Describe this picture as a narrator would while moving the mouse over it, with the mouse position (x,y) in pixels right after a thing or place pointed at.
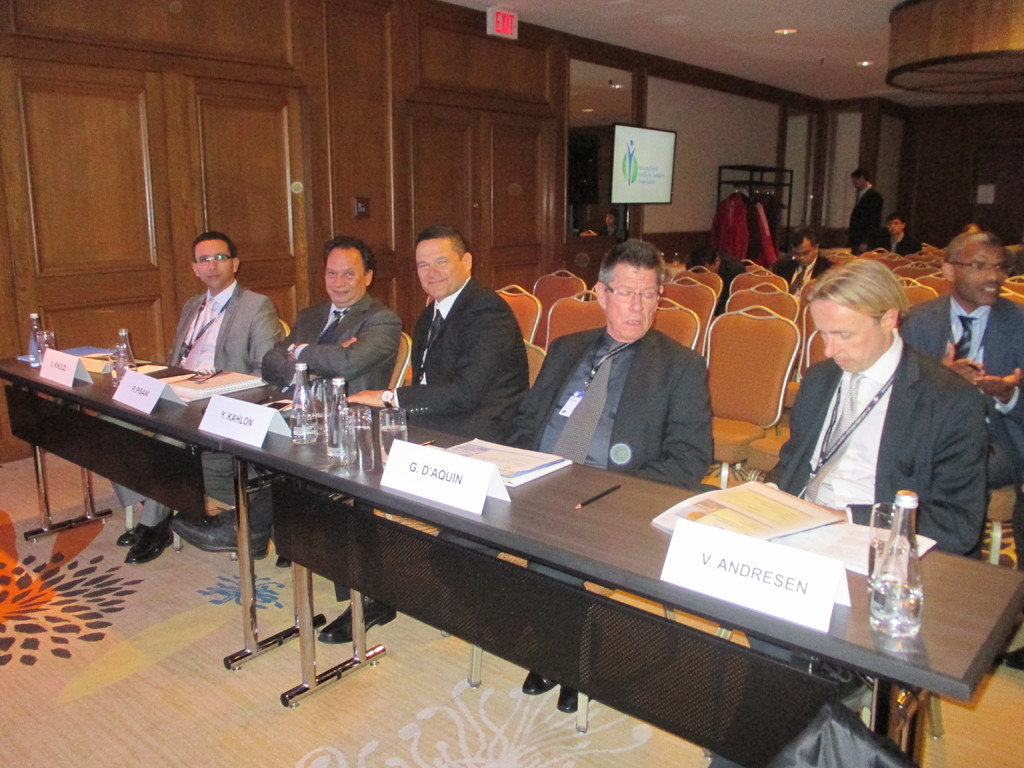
In this image I can see the ground (212,682) and on the ground (199,678) I can see few tables (561,541) and on the table (563,540) I can see few glasses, few bottles (122,379) and few white colored boards (451,464). I can see few persons (895,433) wearing black colored blazers (646,388) are sitting on chairs (395,368). In the background (697,19) I can see few persons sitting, few persons (864,177) standing, the wall (687,143), a television (643,128), the ceiling (684,43) and few lights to the ceiling (825,66).
